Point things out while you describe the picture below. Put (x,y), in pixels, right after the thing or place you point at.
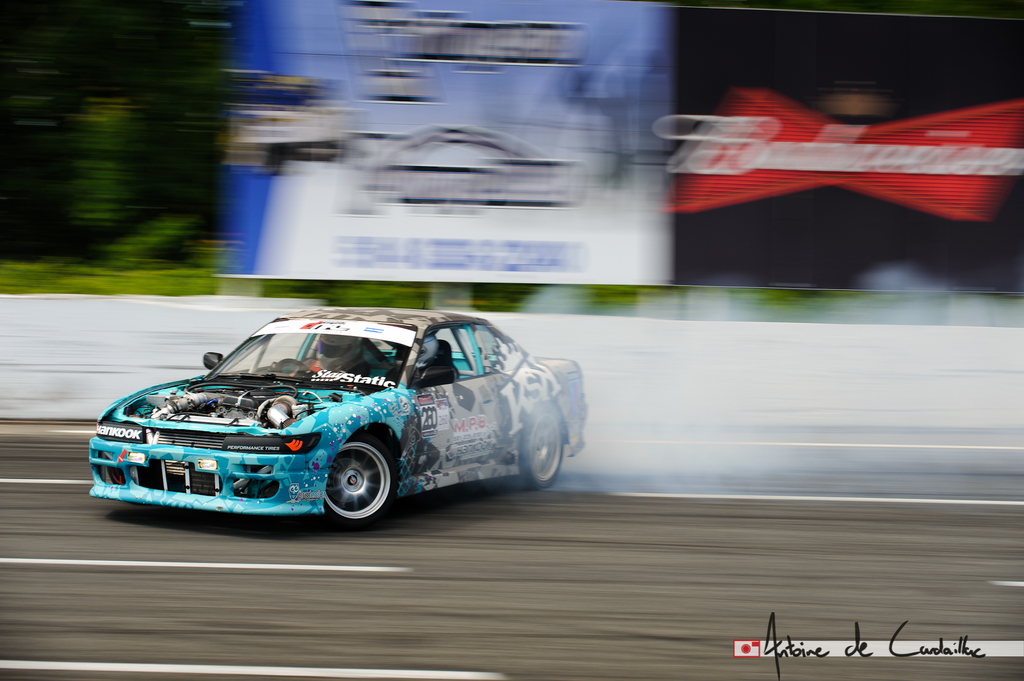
This is the picture of a road (496,581). In this image there is a person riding a car (539,477) on the road (666,670). At the back (584,250) there are hoardings (785,168) and there are trees (36,153). At the bottom (750,631) there is a road (837,613).
